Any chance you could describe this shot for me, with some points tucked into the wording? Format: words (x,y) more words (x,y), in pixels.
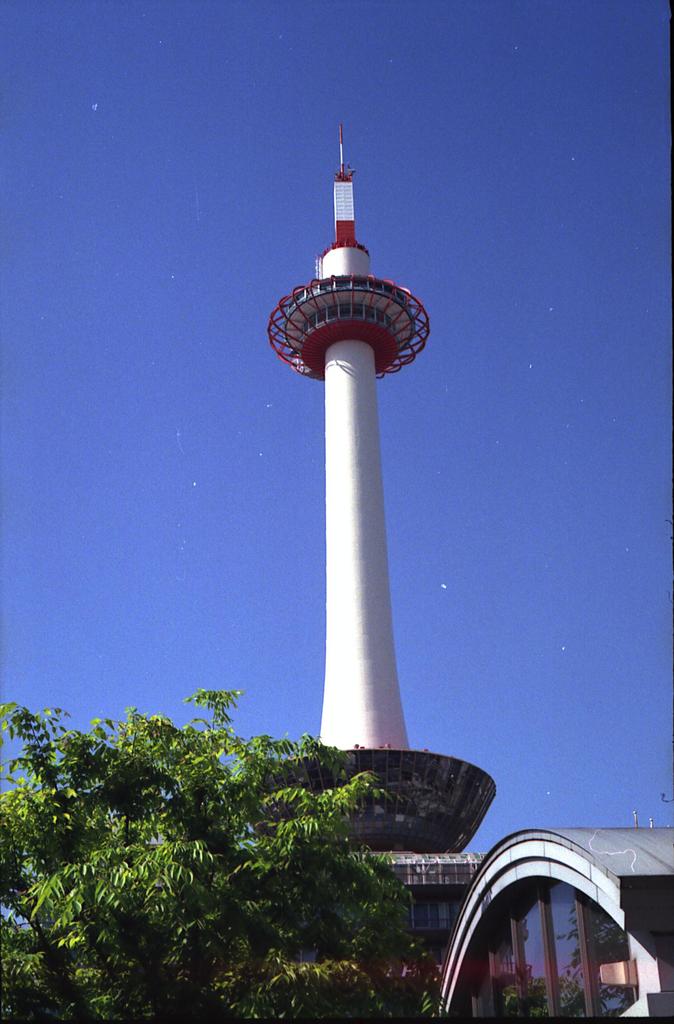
At the bottom of the picture (321,895), we see the trees (256,885) and a building (543,988) in grey color. In the middle (337,564), we see a tower (359,341) in white and red color. In the background (196,392), we see the sky (217,390), which is blue in color.
